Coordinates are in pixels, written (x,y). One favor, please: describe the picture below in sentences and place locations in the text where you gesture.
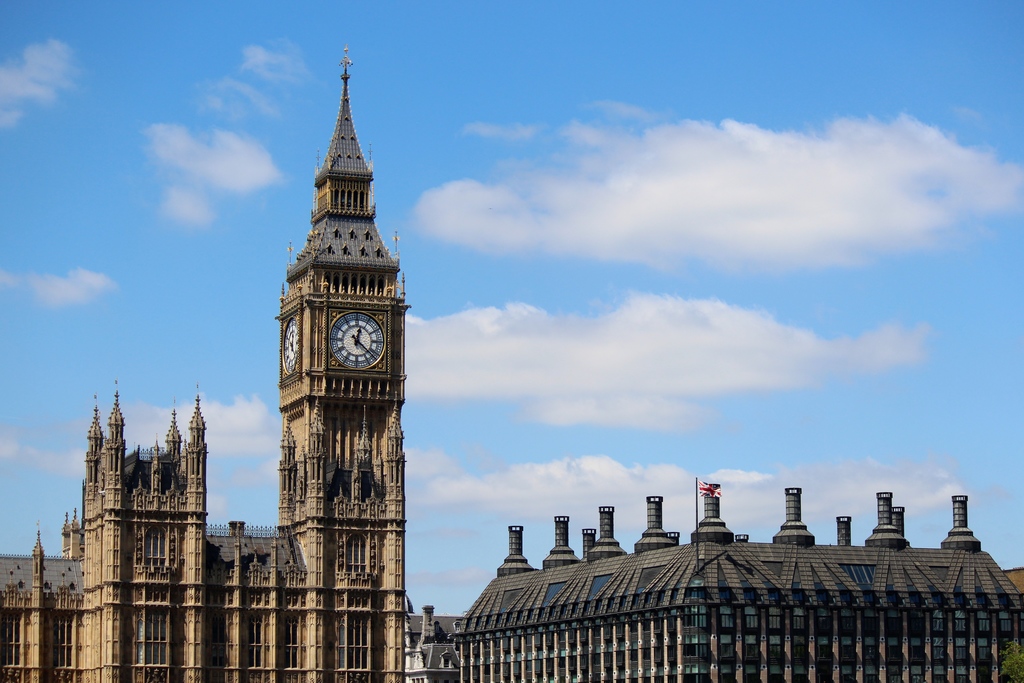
In this picture we can see buildings (709,566) and flagpole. In the background of the image (726,316) we can see the sky (513,465) with clouds (694,334).
